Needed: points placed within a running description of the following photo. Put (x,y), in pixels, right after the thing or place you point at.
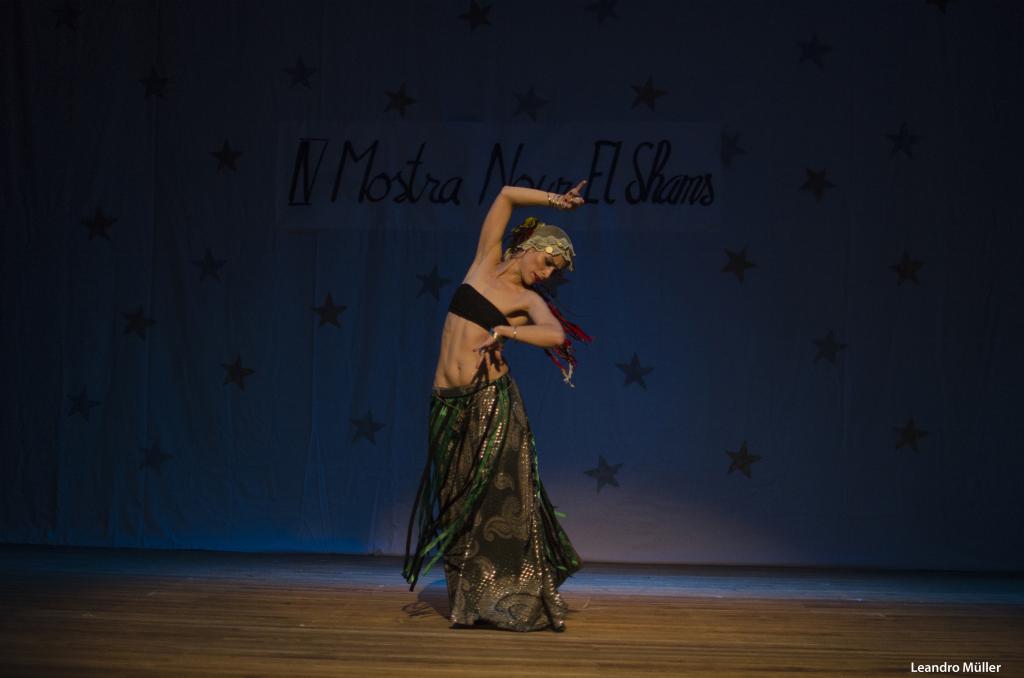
In the center of the image (477,411) we can see one woman (482,381) performing and she is in different costume (492,382). In the bottom right side of the image (931,670), we can see some text (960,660). In the background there is a banner (574,227).
